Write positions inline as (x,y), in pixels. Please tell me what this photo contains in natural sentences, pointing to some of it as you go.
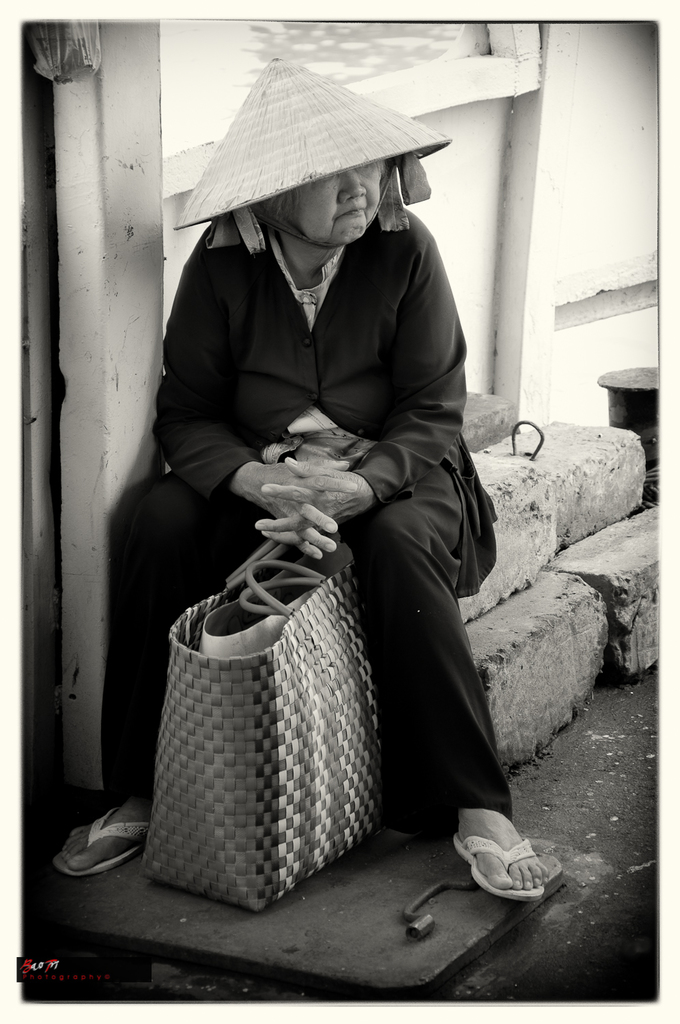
In this image we can see a person (325,399) wearing a hat (315,139) and sitting on the stones (545,528), there is a wall (554,170) beside the person (329,315) and there is a basket (289,780) near the person (316,239).
